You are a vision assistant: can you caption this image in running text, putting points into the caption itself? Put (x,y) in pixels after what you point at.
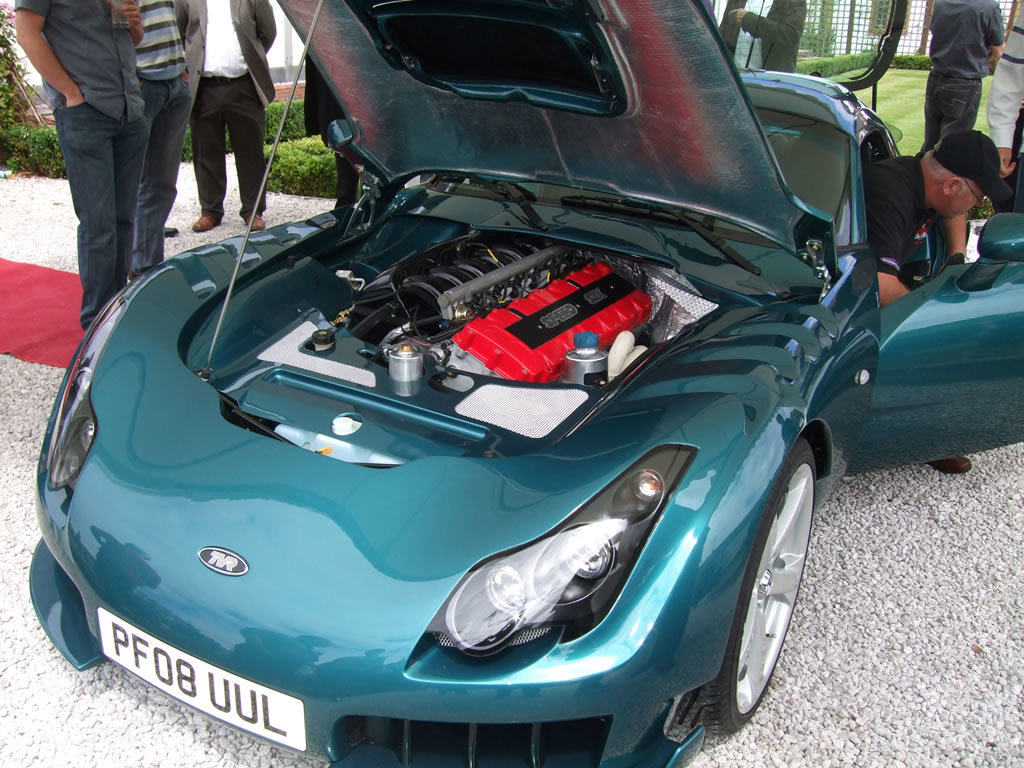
In this picture we can see a green color car (222,510) and some people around the car (424,514).
